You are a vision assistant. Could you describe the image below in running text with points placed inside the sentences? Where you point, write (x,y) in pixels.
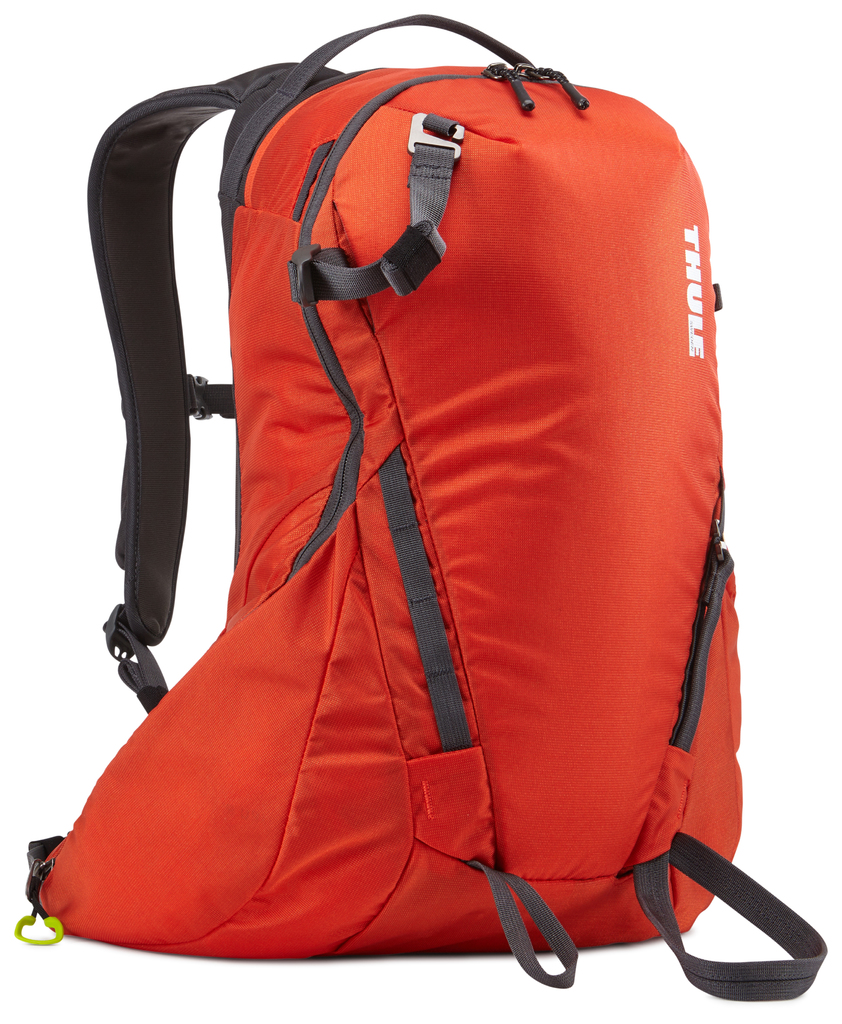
This picture shows a travel bag (357,621) which is orange in color. In the background (86,637) there is white.
